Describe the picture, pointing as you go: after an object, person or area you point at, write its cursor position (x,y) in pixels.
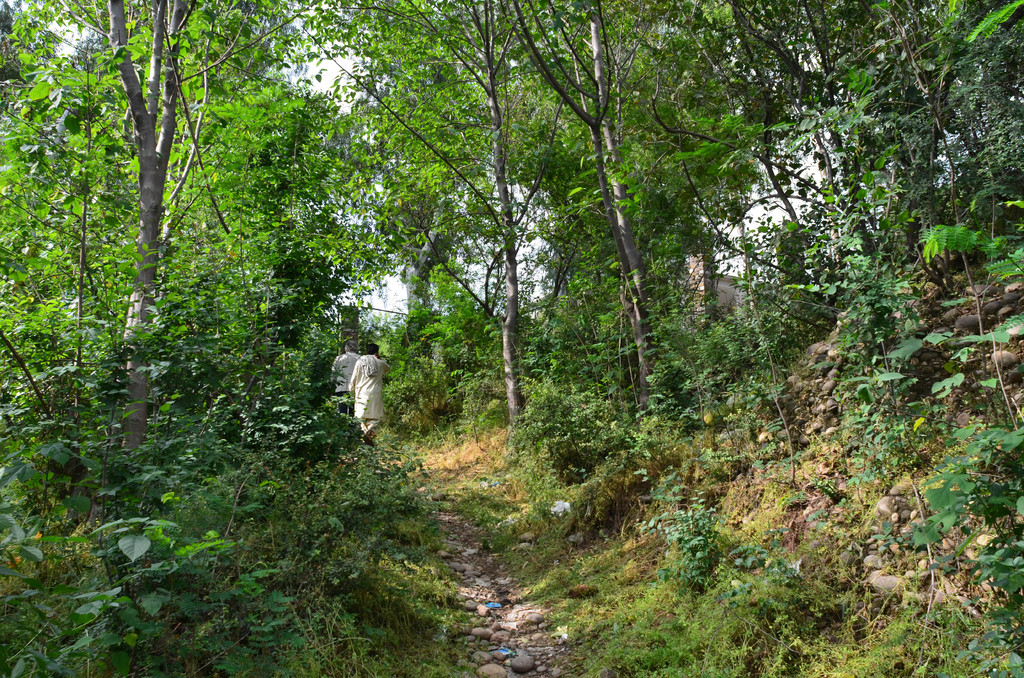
In the foreground of this picture (477,578), there is a path (506,622) and persons (373,408) walking on the path (518,637) and on the other side there are plants (848,416), trees (742,253) and the stones (833,415) are present. In the background (313,64), there is the sky (323,73).
